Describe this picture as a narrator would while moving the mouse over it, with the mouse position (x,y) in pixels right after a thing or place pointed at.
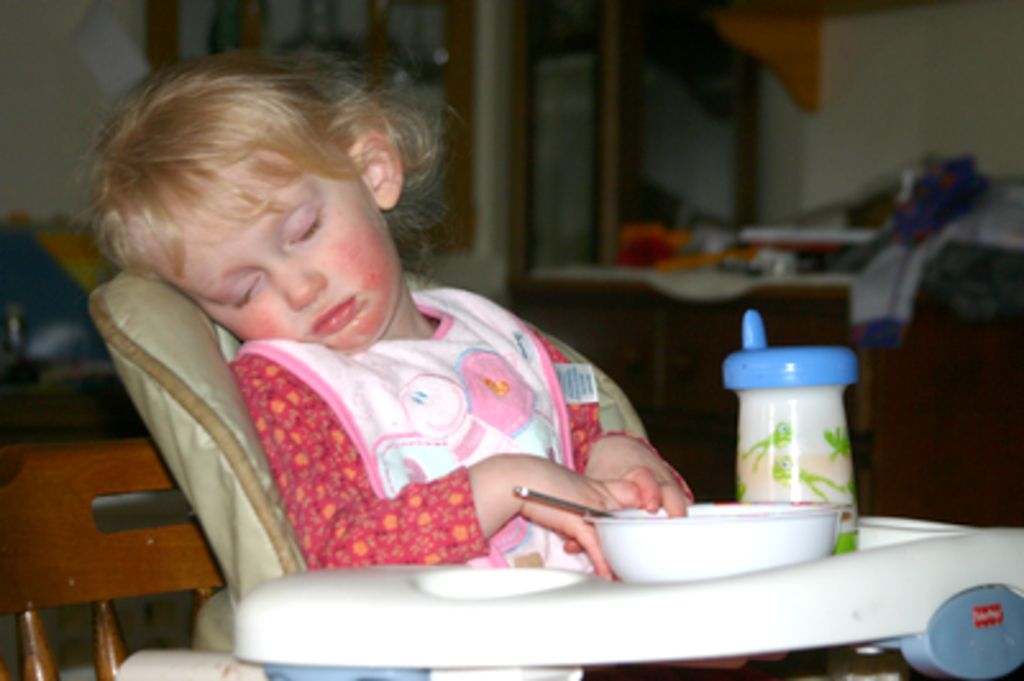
In the image we can see a child (400,407) wearing clothes (398,401) and the child (373,425) is sleeping. Here we can see bowl (678,564), wooden chair (112,541) and the background (688,267) is blurred.
